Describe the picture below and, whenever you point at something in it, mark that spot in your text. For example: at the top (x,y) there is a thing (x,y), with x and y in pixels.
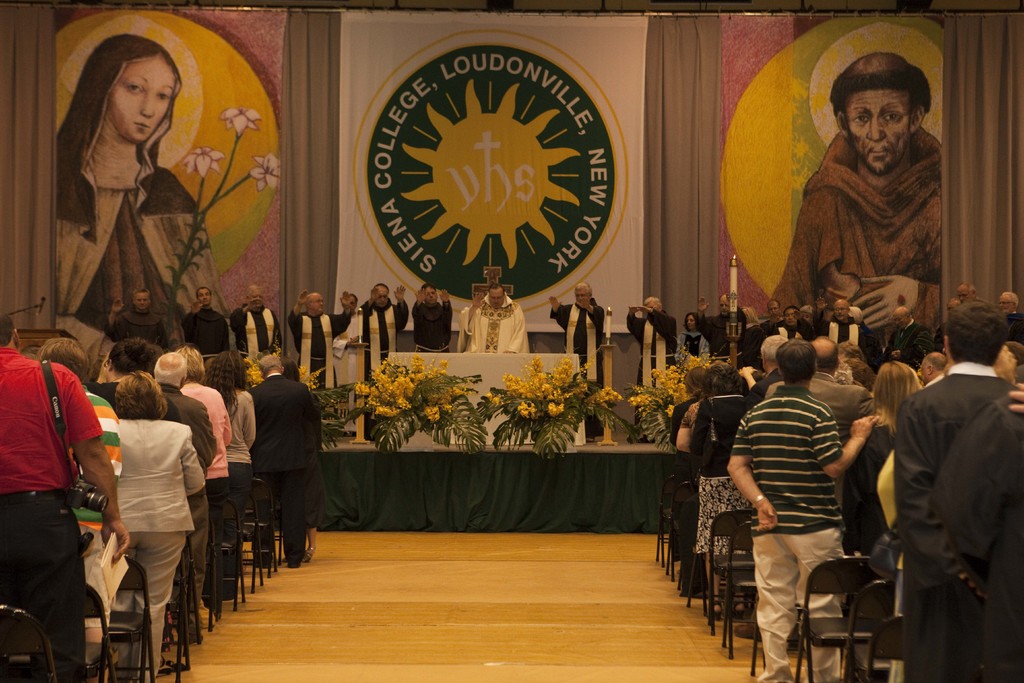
On the left (137,482) and right side of the image (920,420) we can see a few people (172,484) are standing. Among them, we can see one person (63,395) is holding an object (114,555) and he is wearing a camera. And we can see chairs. In the center of the image (626,445), there is a stage (604,464). On the stage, we can see plants (519,426) with flowers (560,410), one table (494,381), candles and a few people (498,335) are standing. In the background (572,162) there is a wall (392,159) with some paintings (233,243), in which we can see two persons (809,249) and some text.
